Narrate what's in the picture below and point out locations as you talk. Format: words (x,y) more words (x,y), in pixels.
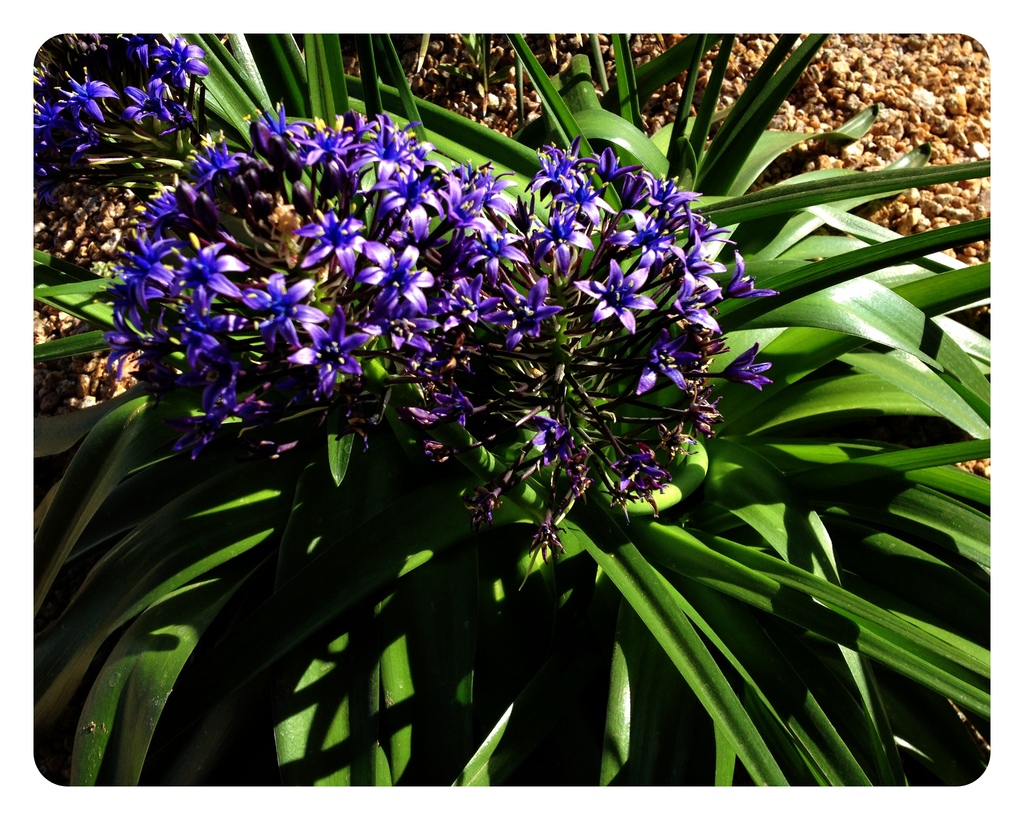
In the picture we can see plants (502,370) and flowers (711,228).
